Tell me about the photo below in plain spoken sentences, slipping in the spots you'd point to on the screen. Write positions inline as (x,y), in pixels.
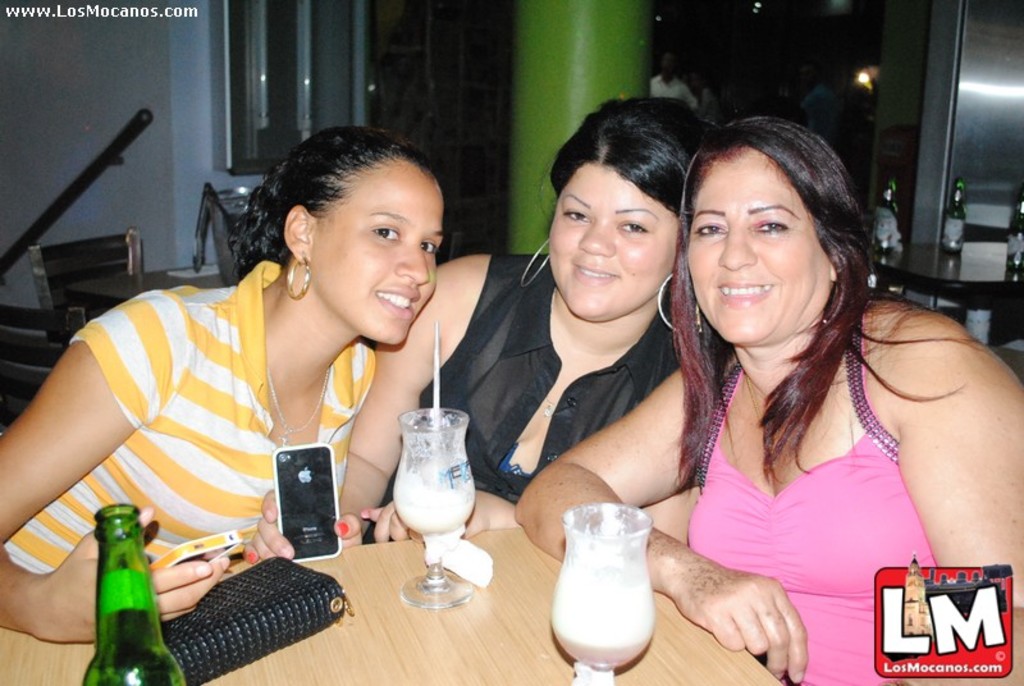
In the image we see there are three women (568,374) who are sitting on chair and in front of them there is a table (343,585) on which there are glasses (620,585) and a purse (264,608). The two women (153,448) over here are holding mobile phones (327,539) in their hand (287,546).
